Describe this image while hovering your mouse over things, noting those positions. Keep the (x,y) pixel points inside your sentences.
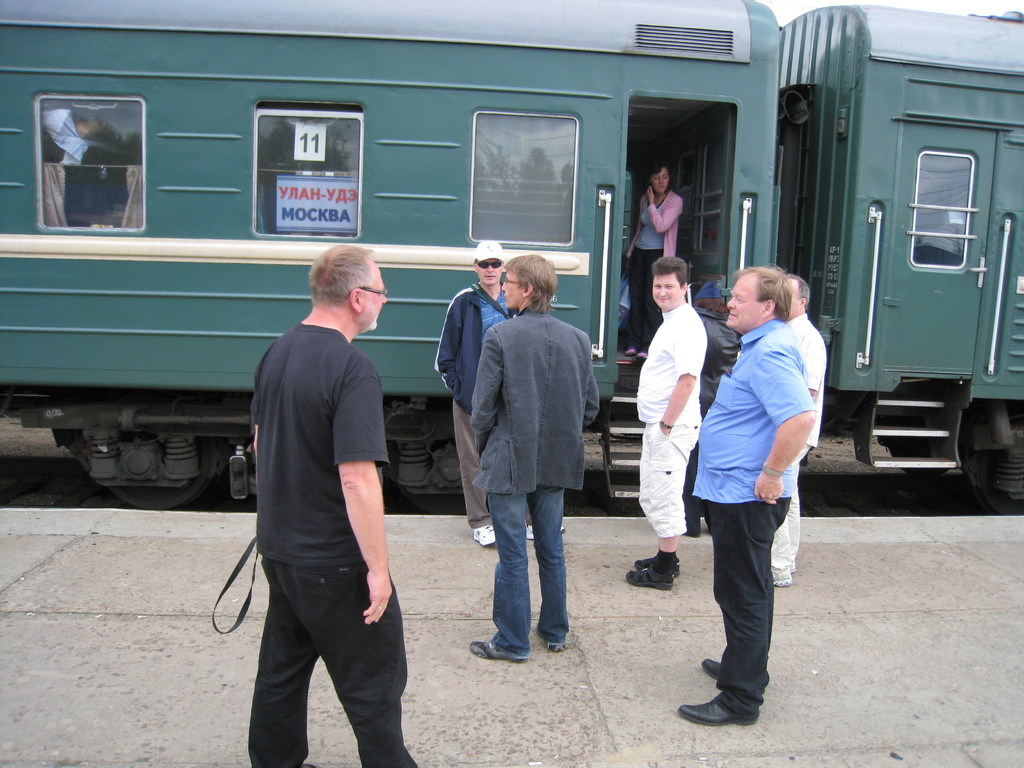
There is a group of persons (375,482) standing as we can see at the bottom of this image (383,562). We can see a train (205,186) in the background (411,183). There is one woman (639,221) standing inside a train (603,236).
